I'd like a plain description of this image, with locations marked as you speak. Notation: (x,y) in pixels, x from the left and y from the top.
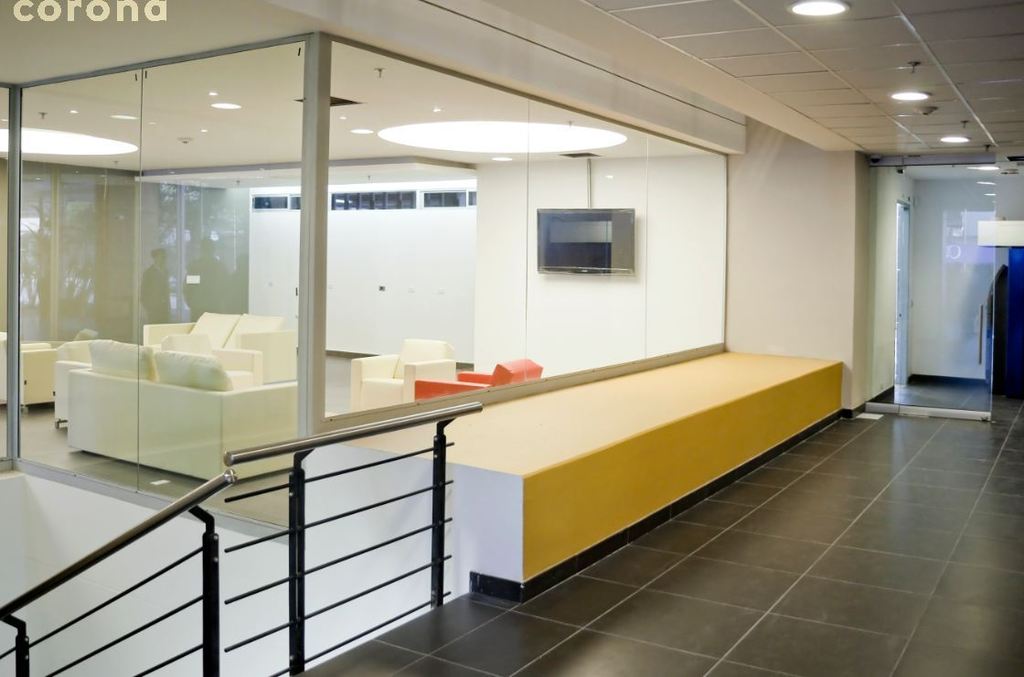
there is a building (707,569) in which there is a room (355,294) which has white sofas (161,348). behind that there are white wall (565,288) on which there is a television (600,240). above that there are lights (39,140). at the right (962,248) there is a glass door (947,359). at the left (296,624) there are black fencing (352,558) and stairs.
